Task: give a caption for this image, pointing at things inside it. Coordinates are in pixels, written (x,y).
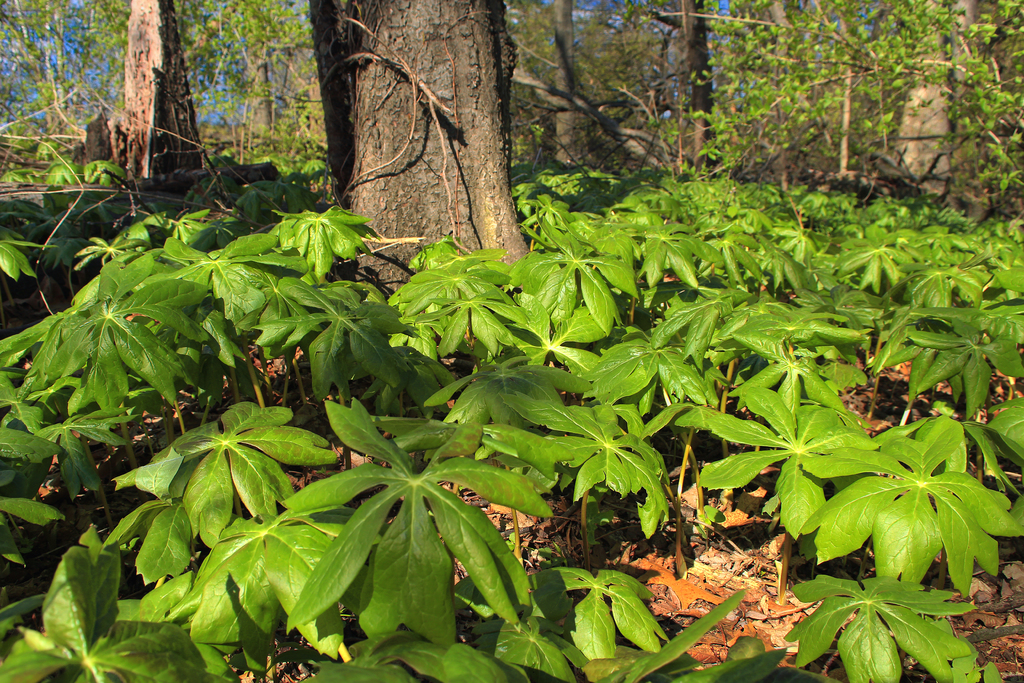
In the image there is a tree (449,84) and around the tree (445,72) there are small plants (712,255) and bushes (146,355).
